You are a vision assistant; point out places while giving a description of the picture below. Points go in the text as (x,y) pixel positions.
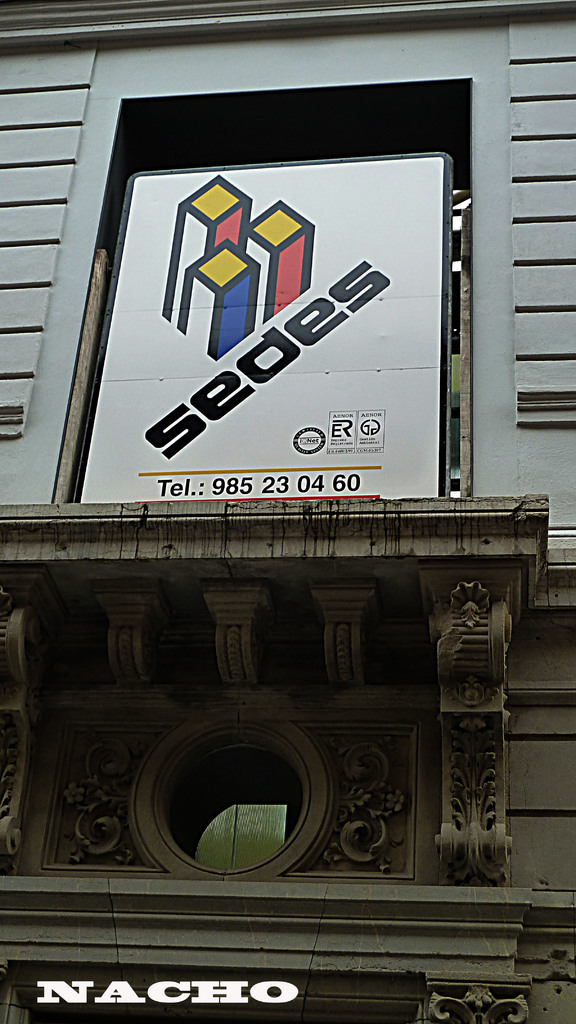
In this picture we can see the wall (39,340) and a board (278,192) with some text (371,449) on it.
